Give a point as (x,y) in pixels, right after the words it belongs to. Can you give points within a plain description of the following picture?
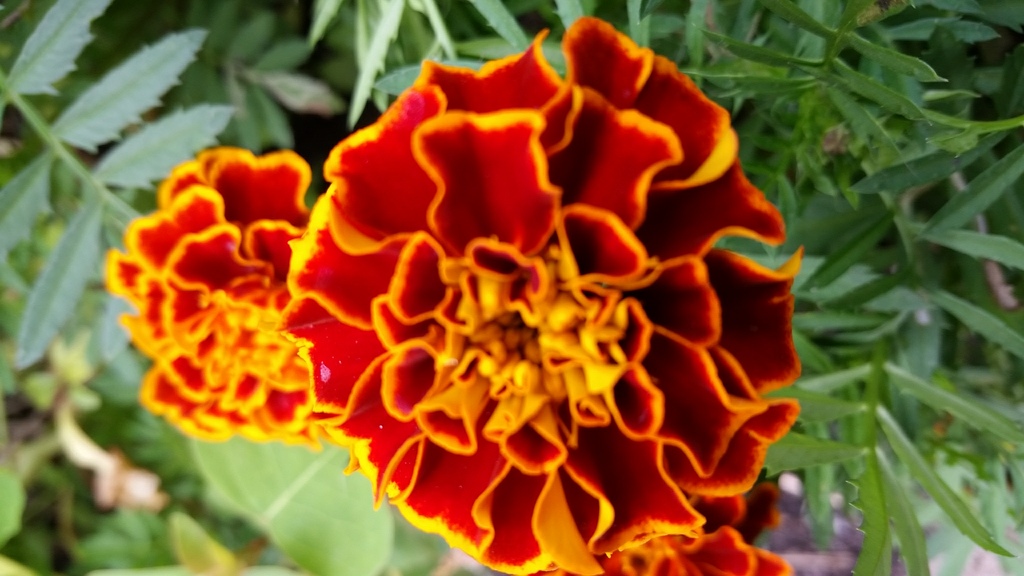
In the picture we can see a plant (548,143) with a leaf (759,147) and two flowers (157,244) with a petal (692,202) red and yellow in color.
